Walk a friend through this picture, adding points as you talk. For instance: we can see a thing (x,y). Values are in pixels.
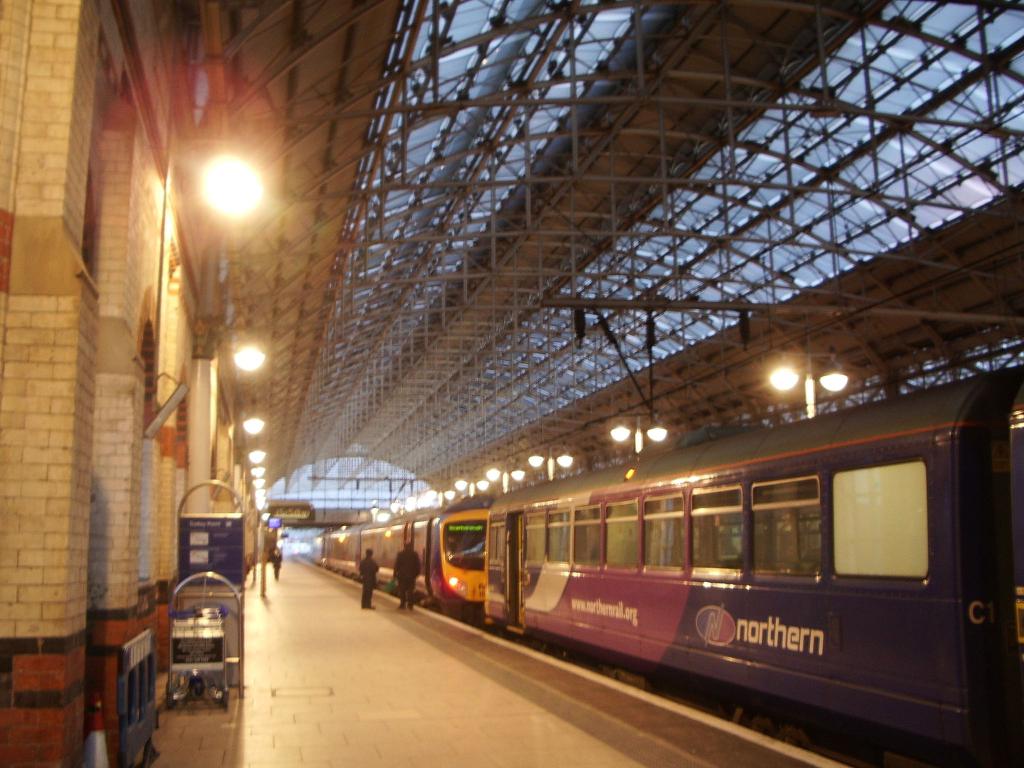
In this image we can see two persons (401,577) standing on the floor (382,662). On the left side (209,504), we can see a group of pole (206,472) some lights (228,200). To the right side (706,549), we can see a train (543,608) and in the background (812,212) we can see a group of poles (807,227) and shed (519,271).
